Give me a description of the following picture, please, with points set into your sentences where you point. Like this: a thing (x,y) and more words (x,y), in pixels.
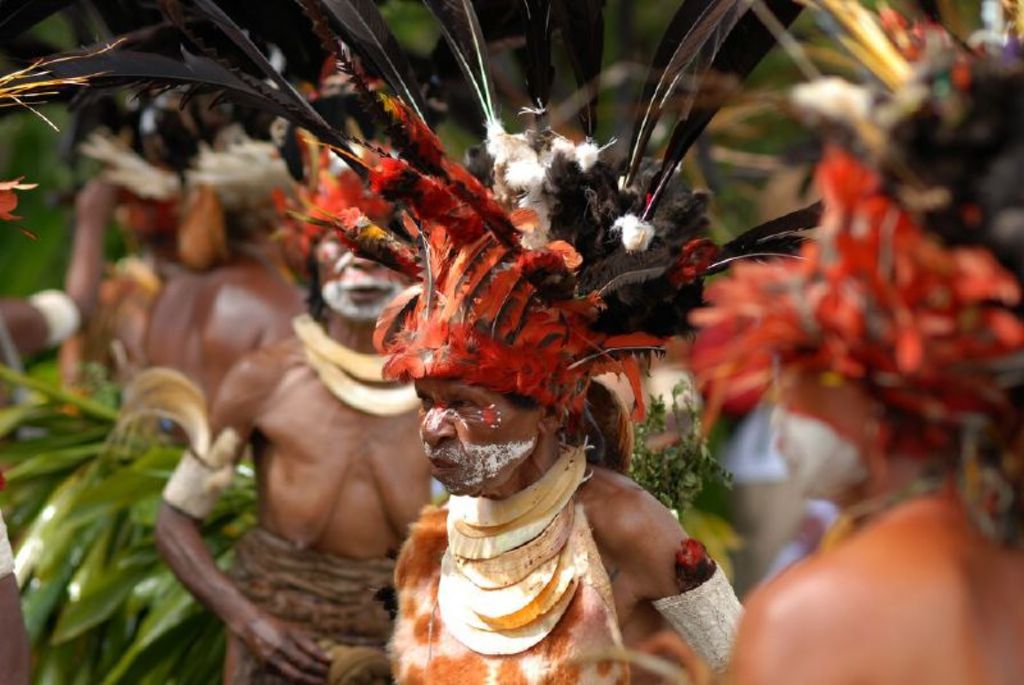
There are people (967,568) wore feather hats (398,261). In the background (9,133) it is blur.
